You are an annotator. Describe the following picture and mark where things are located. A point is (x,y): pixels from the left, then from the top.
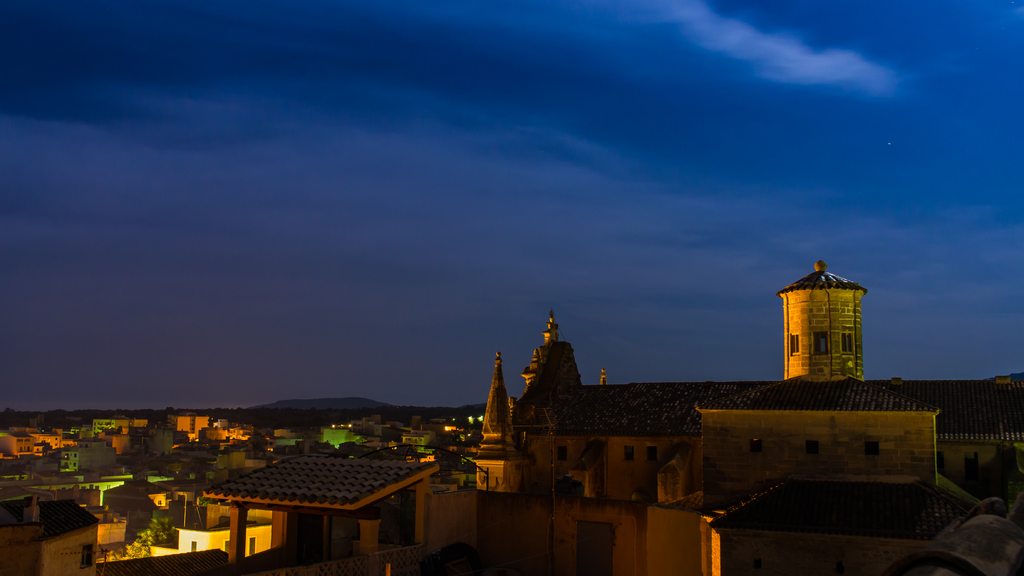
At the bottom of the image (634,468), we can see so many buildings (538,497), trees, walls (447,525) and windows (976,467). Background (305,389) there is a hill (358,399) and sky (486,281).
